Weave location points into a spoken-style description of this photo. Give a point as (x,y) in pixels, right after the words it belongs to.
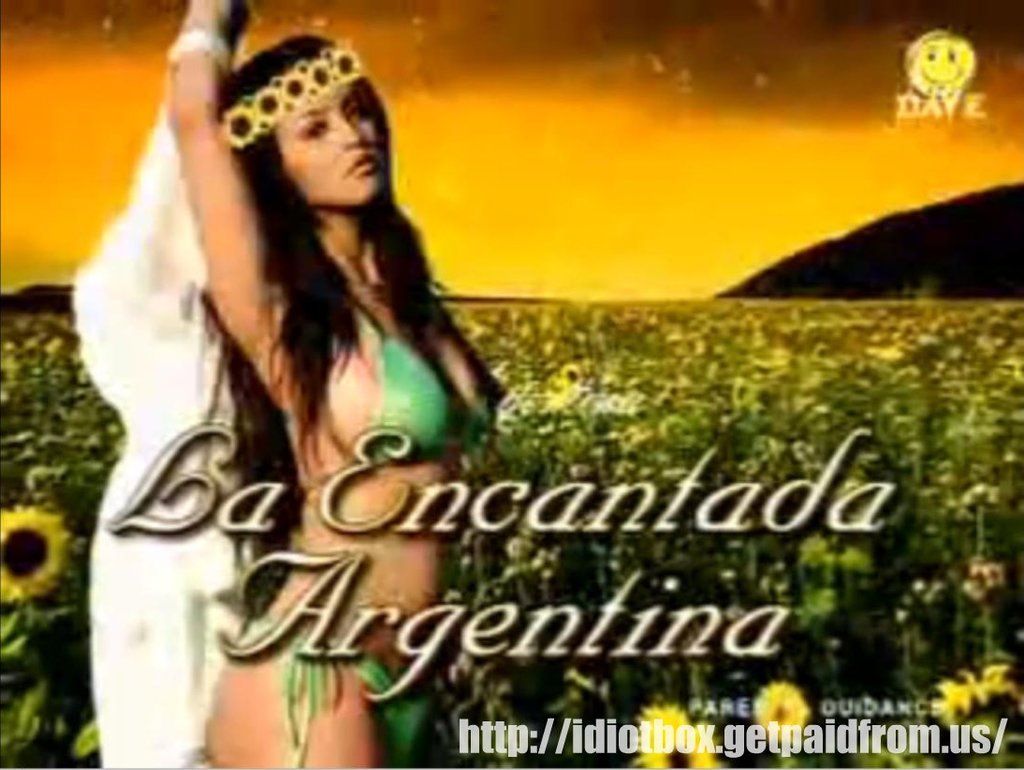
The picture is a poster. At the bottom (919,748) there is text (336,500). Towards left (335,335) there is a woman (355,378). In this picture we can see a field (690,395) of flowers (775,362) and plants (718,324). At the top (695,61) it is sky (770,191). On the right (886,249) there is a hill (883,257).
